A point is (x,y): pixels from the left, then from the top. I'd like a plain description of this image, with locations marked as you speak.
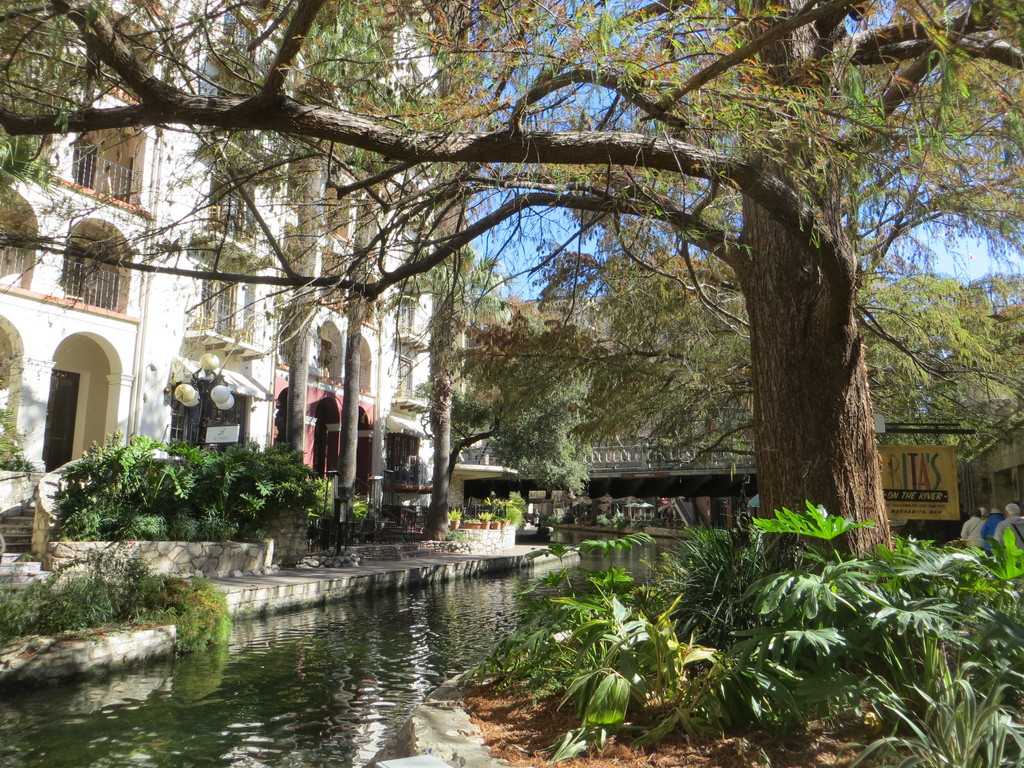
In this image we can see a trees (747,312), here is the building (110,282), here is the water (320,755), here is the staircase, here is the light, here is the bridge (663,451), at above here is the sky (486,125).
